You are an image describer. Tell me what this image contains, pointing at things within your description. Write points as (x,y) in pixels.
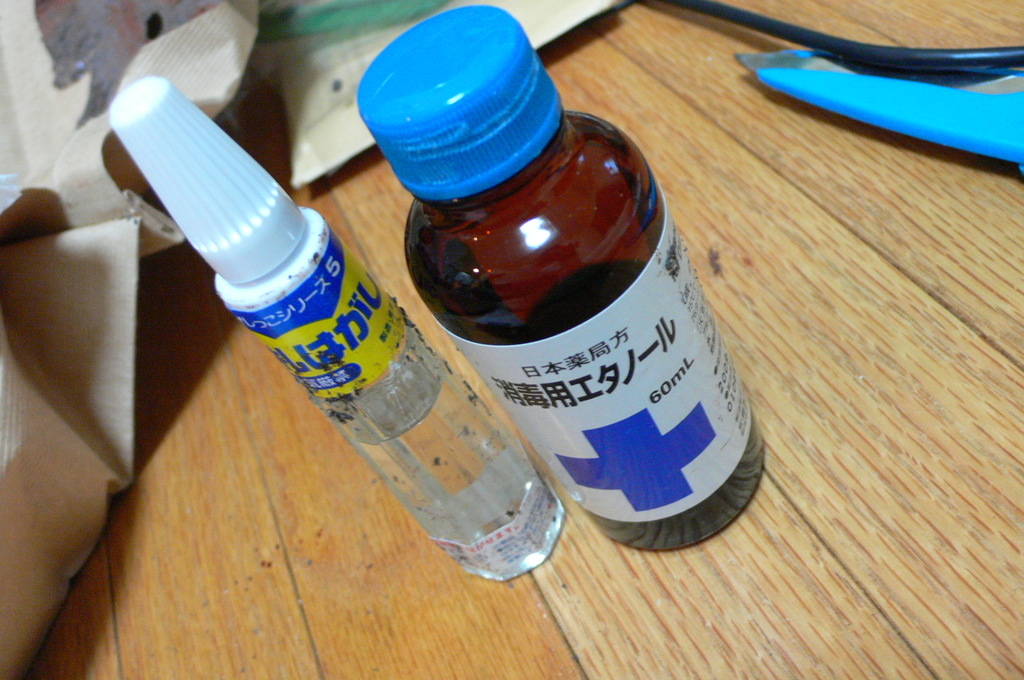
This image consists of two bottles (588,422), one is in brown color and one is in white color. There is something written in other languages on that bottles (610,350). Cap (475,117) of brown color bottle (460,118) is blue color. There are some covers (41,239) on the left side (76,401).
